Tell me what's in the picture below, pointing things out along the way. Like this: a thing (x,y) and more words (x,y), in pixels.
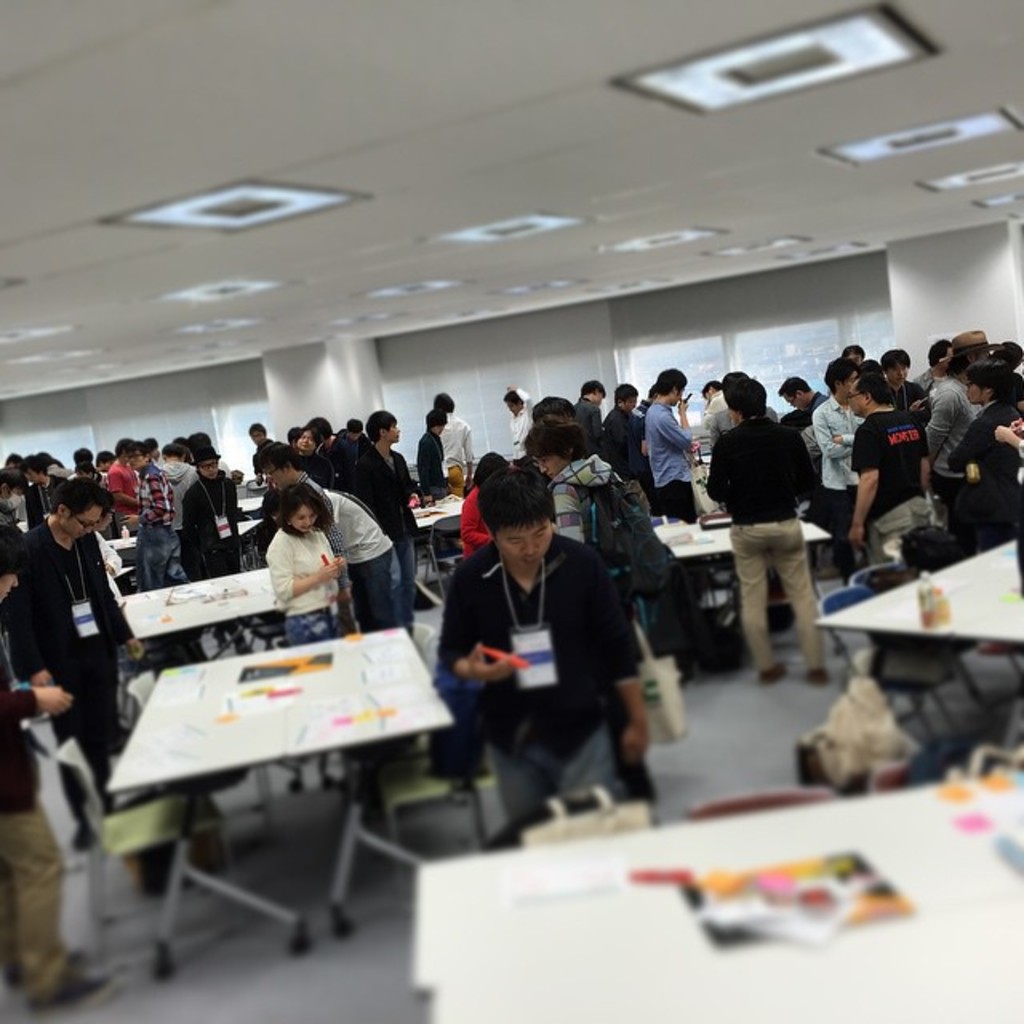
There is a big hall (787,771) which has ceiling (366,185) and a lights (221,295) at the top (210,197) at the bottom (172,766) there is a table (314,736) which has papers (372,679) on it and the people (605,598) are busy in their work and the people (518,708) are wearing an id card (82,615) and there are people (623,796) who are holding bags (667,679). And there are chairs (917,670) at the right corner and there is a man (747,513) who is standing and looking at others.
